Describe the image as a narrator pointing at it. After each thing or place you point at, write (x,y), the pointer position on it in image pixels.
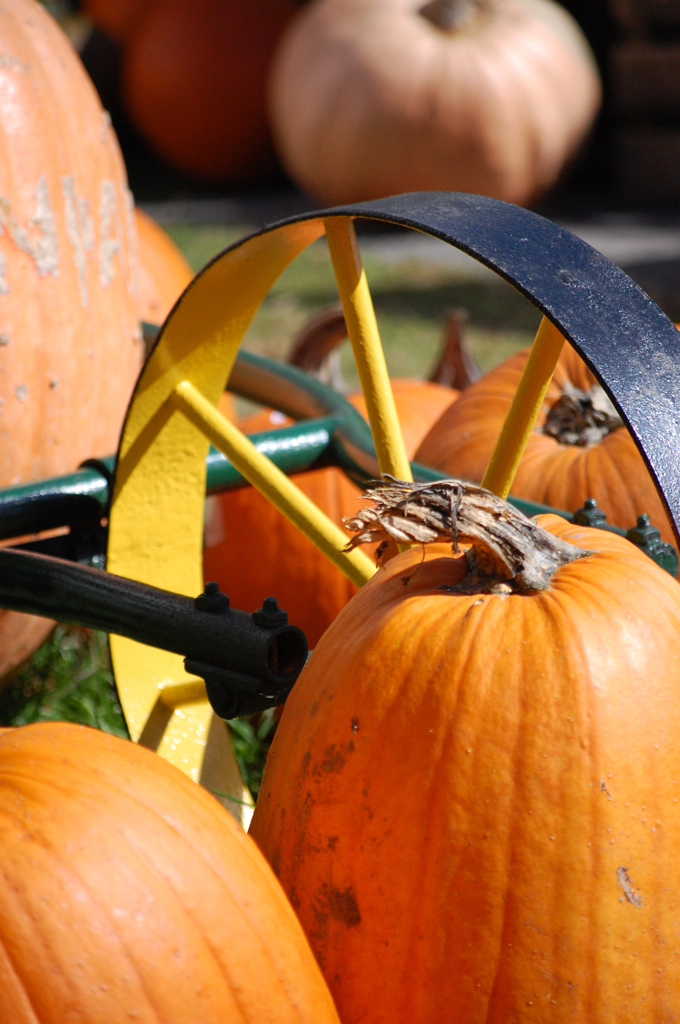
In this picture we can see a few pumpkins (31,273) and an object (122,701) on the grass (25,681). Background (288,14) is blurry.
